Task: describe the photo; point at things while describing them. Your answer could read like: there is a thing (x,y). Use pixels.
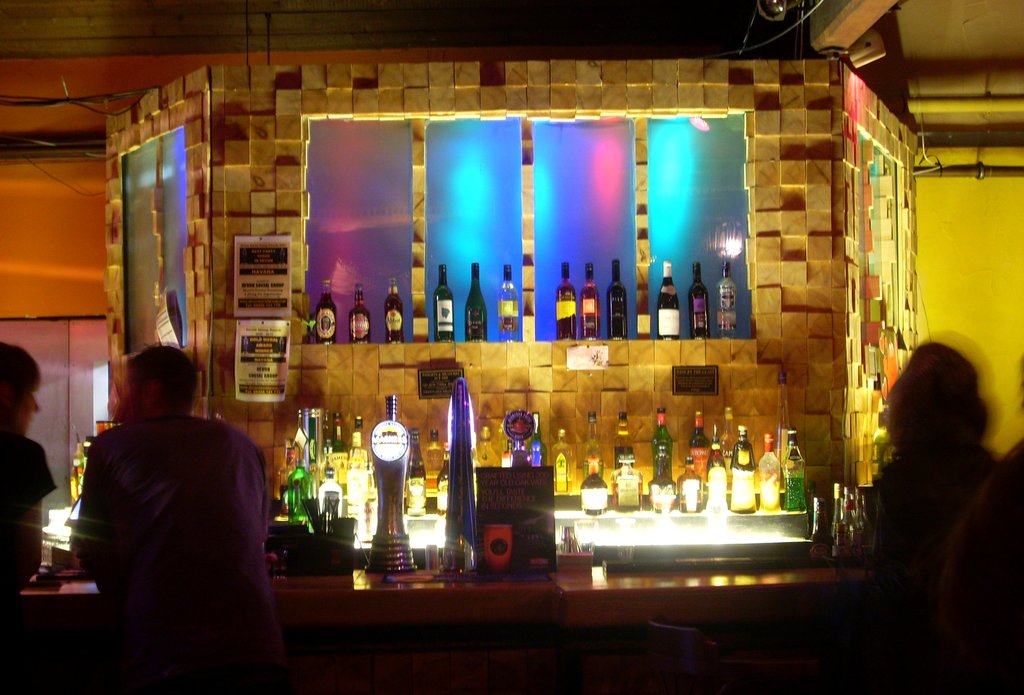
In this image few bottles (430,470) are on the shelf (330,352). Few persons (18,562) are standing before a table (390,591) having few objects (465,563) on it. There are few posters (272,369) attached to the wall (834,315). Few bottles (583,309) are on the shelf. Background (87,166) there is wall (768,208).
